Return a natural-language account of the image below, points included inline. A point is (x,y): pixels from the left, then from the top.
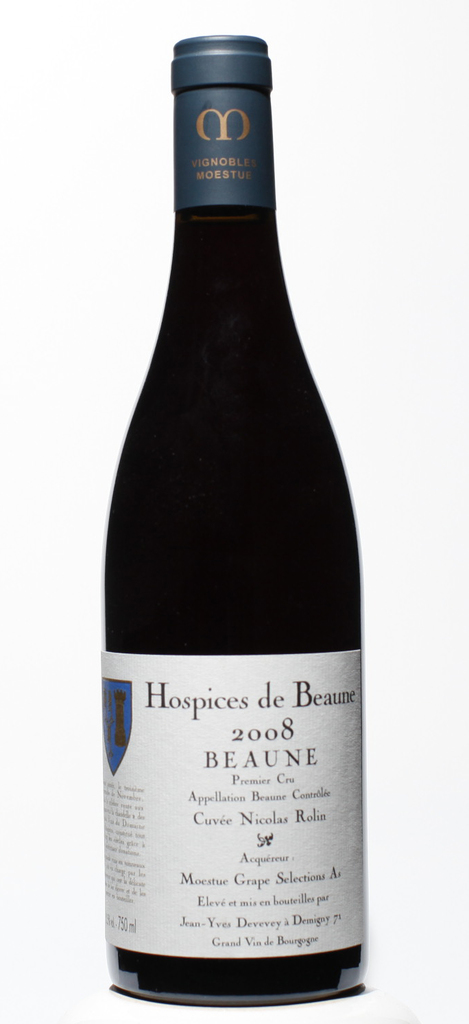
In the picture there is a bottle (316,532), on the bottle (118,636) there is a poster (135,877) with the text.
